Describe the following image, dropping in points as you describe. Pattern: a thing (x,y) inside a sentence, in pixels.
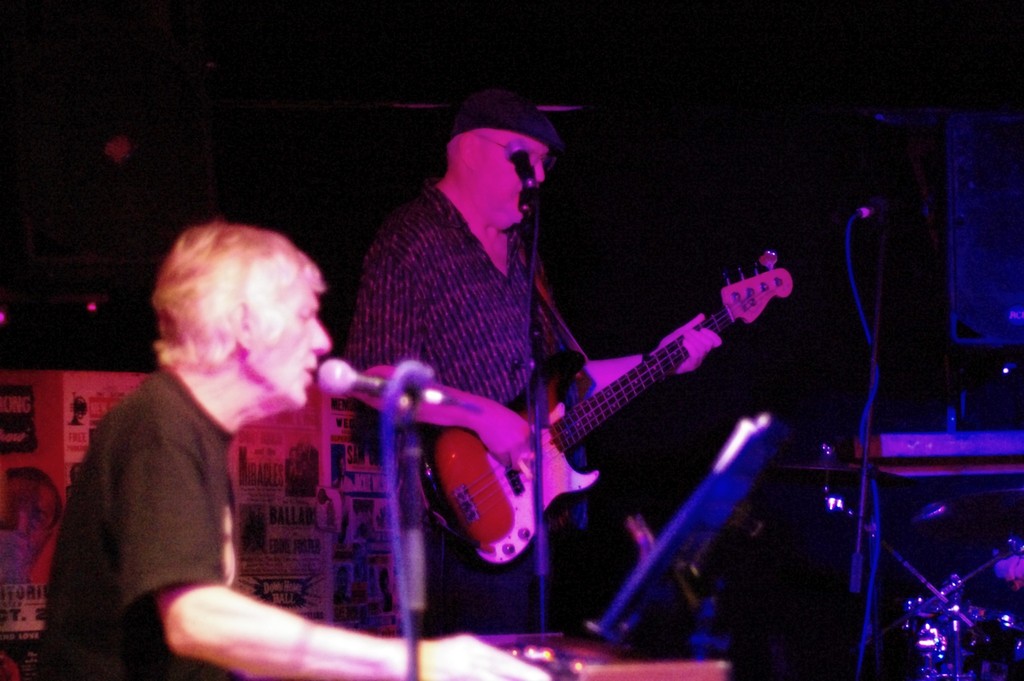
There are two people (193,422) and this man (477,311) playing guitar (554,413). We can see microphones (527,151) with stands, musical instrument (954,633) and device (961,167). In the background (560,170) it is dark and we can see banner (44,405).
